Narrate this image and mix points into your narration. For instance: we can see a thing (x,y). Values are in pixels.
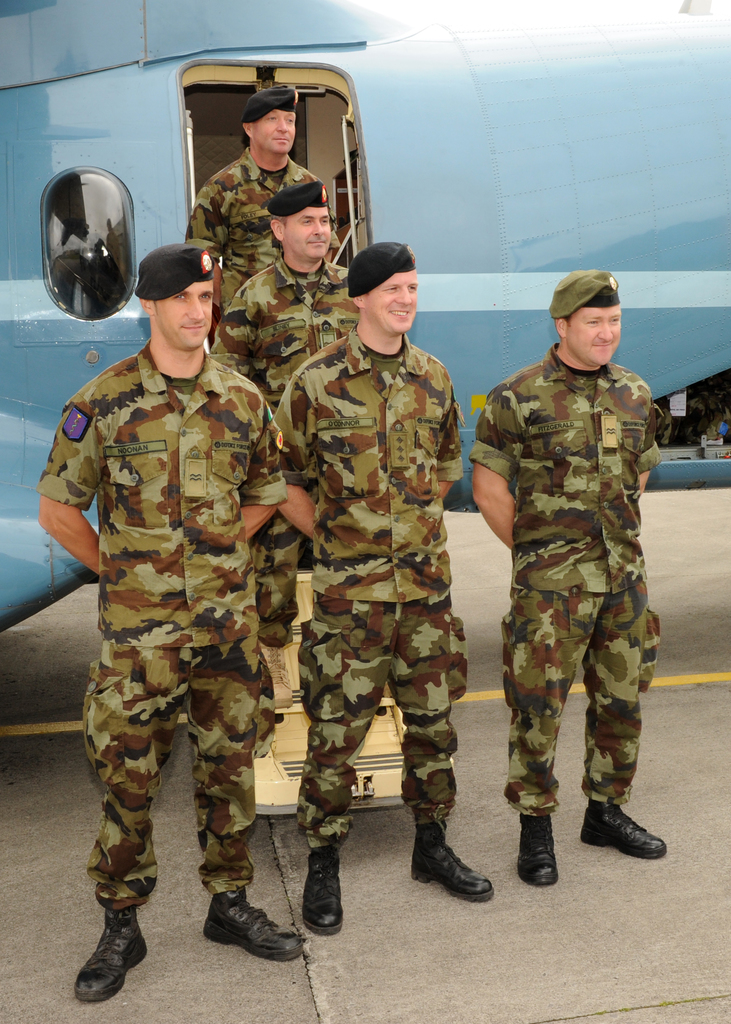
This picture describes about group of people (282,435), they wore caps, behind them we can see a plane (502,339).
